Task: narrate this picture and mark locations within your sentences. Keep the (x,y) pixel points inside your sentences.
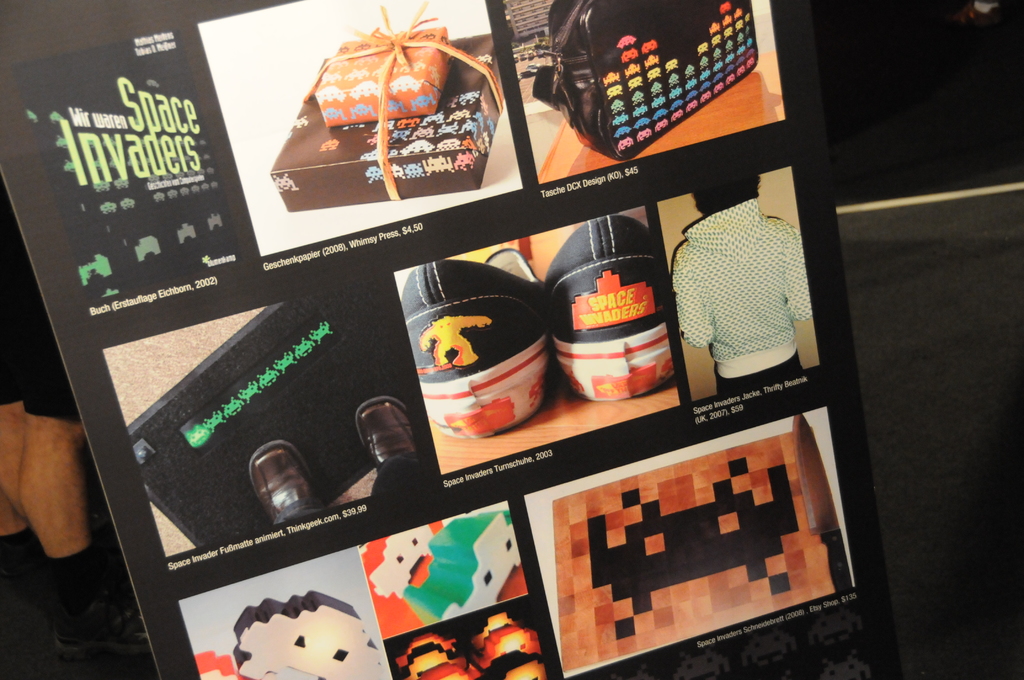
In this picture we can see some text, gift boxes (333,72), bag (682,70), footwear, person (727,187) and other objects (163,220) on the blackboard (822,309). We can see the legs (12,511) of a person (58,558) on the left side (73,561).
